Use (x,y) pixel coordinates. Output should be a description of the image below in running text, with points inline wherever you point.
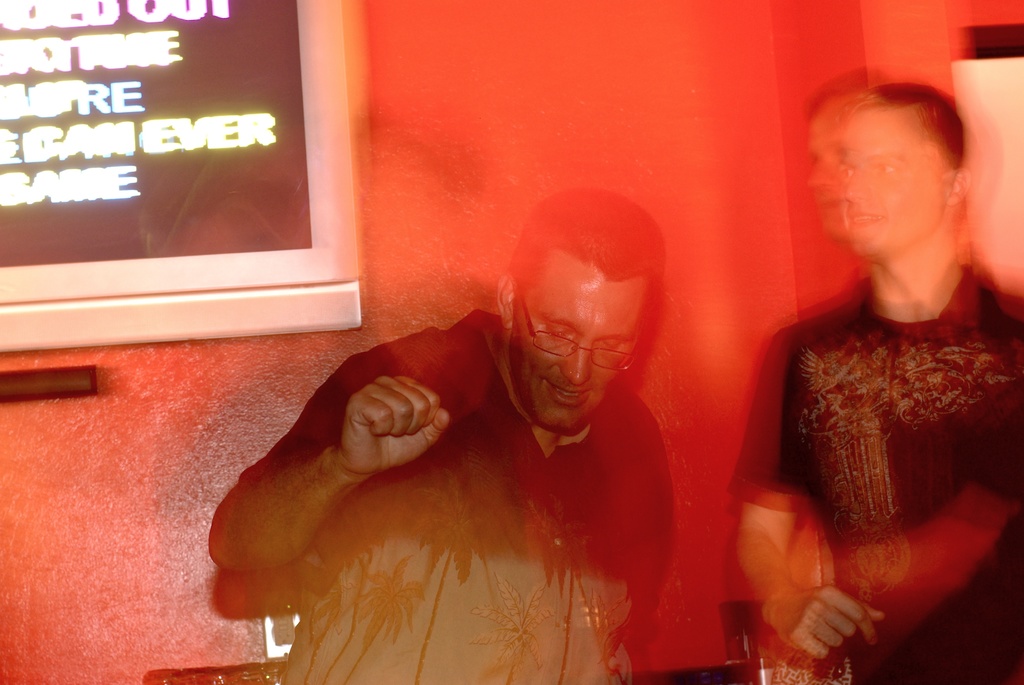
Here we can see two people (923,551). This man (526,496) wore spectacles (565,348) and looking downwards. On red wall (388,124) there is a screen (201,142).
